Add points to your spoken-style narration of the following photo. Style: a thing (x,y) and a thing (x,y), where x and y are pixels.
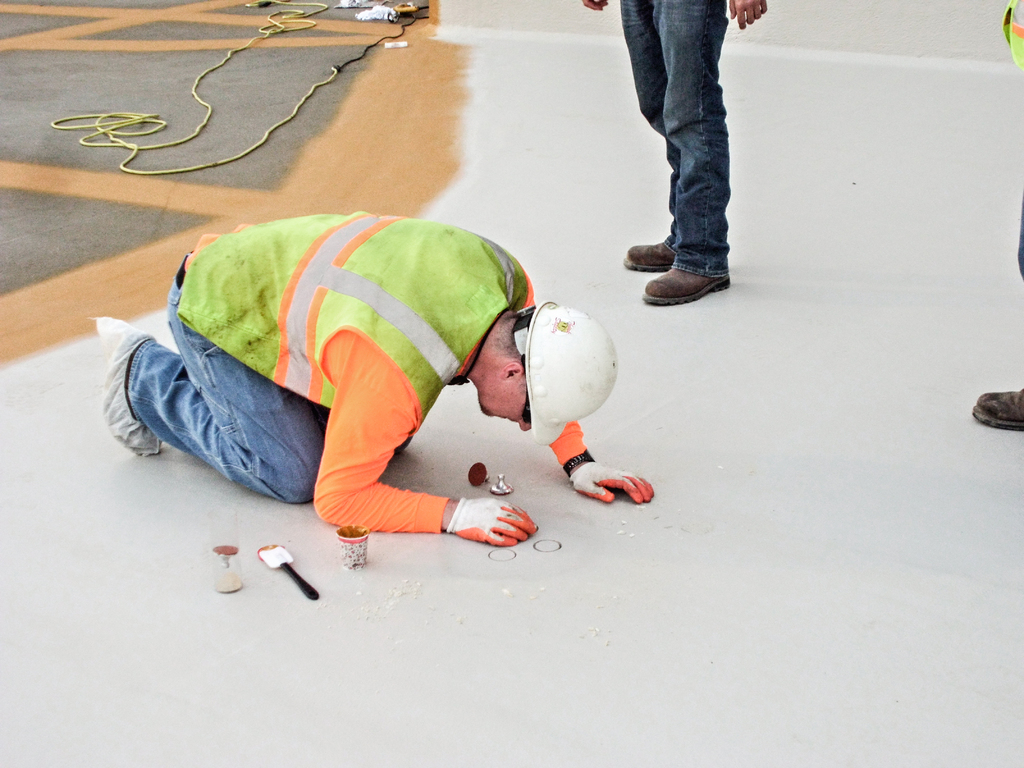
Here in this picture, in the middle (406,382) we can see a person (278,355) present on the floor (439,606) and we can see he is wearing apron (338,309), goggles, helmet (546,386), gloves (512,507) on him and he is designing the floor (459,544) and beside him we can see some things (292,561) present and on the right side (687,113) we can see two other people (699,49) also standing on the floor (840,345) and behind him we can see some floor (153,152) that is painted and we can also see some wires (270,33) present.
